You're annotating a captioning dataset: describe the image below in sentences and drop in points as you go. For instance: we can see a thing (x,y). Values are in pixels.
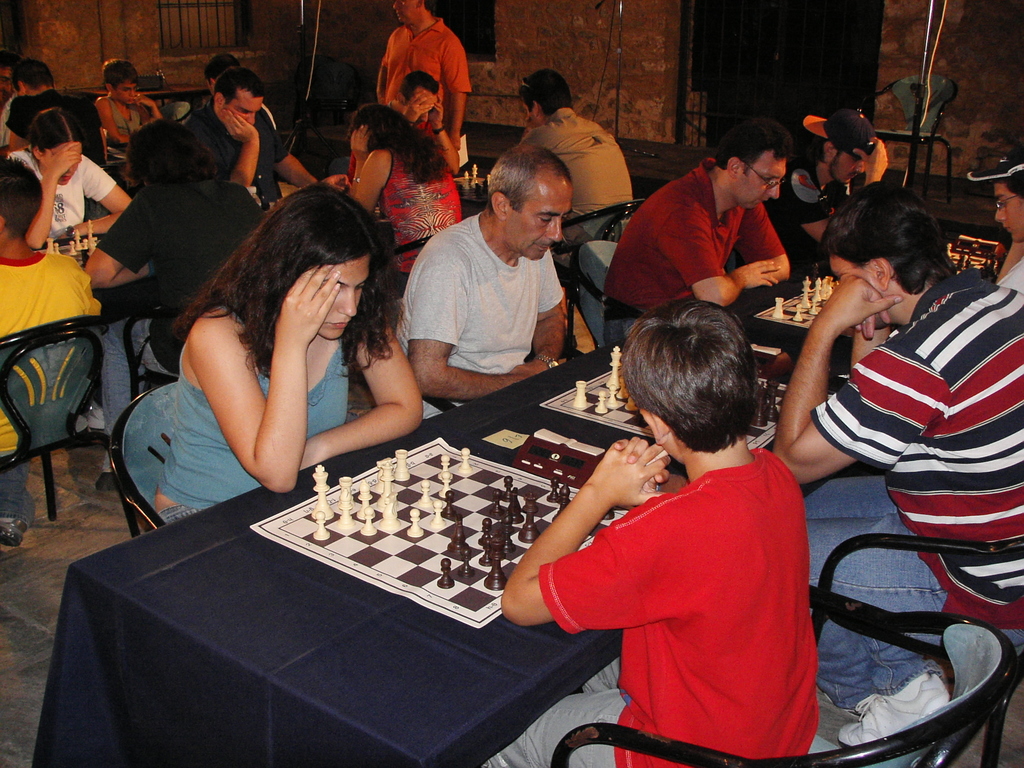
In the foreground of this image (258,659), there are persons (286,200) sitting in tables (247,603) on which there are chess coins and chess boards (471,527) on it and the persons (325,289) are sitting on the chairs (987,679). In the background (434,43), there is a man (425,33) standing, it seems like camera stands (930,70) and the wall (538,46).
